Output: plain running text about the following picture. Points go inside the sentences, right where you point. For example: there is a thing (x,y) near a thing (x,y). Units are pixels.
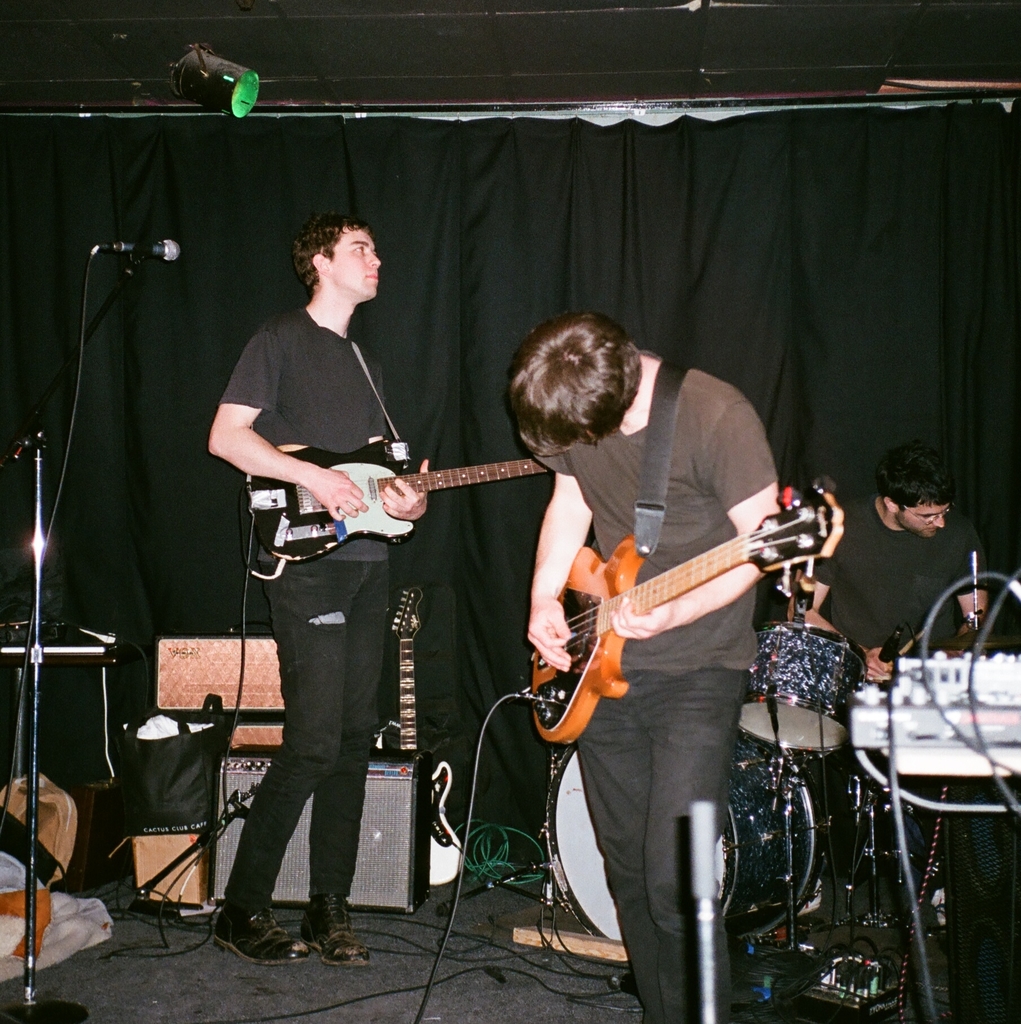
There are two man (648,1021) standing and playing guitar (408,536) behind them there is a microphone (161,246) and musical instruments (50,663).
